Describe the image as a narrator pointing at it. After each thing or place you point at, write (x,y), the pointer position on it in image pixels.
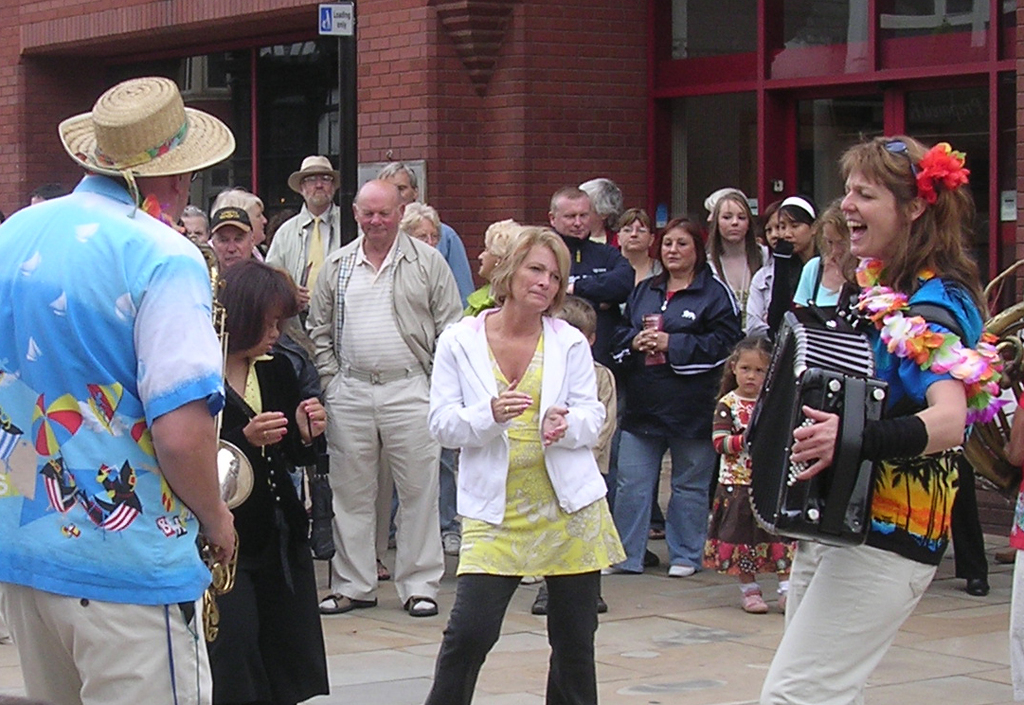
In this image there are group of people (252,409) who are standing and on the right side (894,234) there is one woman (873,275) who is standing and she is holding a musical instrument (810,344), it seems that she is singing. On the background (372,76) there is a wall (471,56) and some glass windows (706,113) are there on the right side (804,60) and left side (194,80), and on the left side (171,462) there is one man (154,407) who is standing and he is wearing a hat (116,150) and he is holding a saxophone (224,478).
